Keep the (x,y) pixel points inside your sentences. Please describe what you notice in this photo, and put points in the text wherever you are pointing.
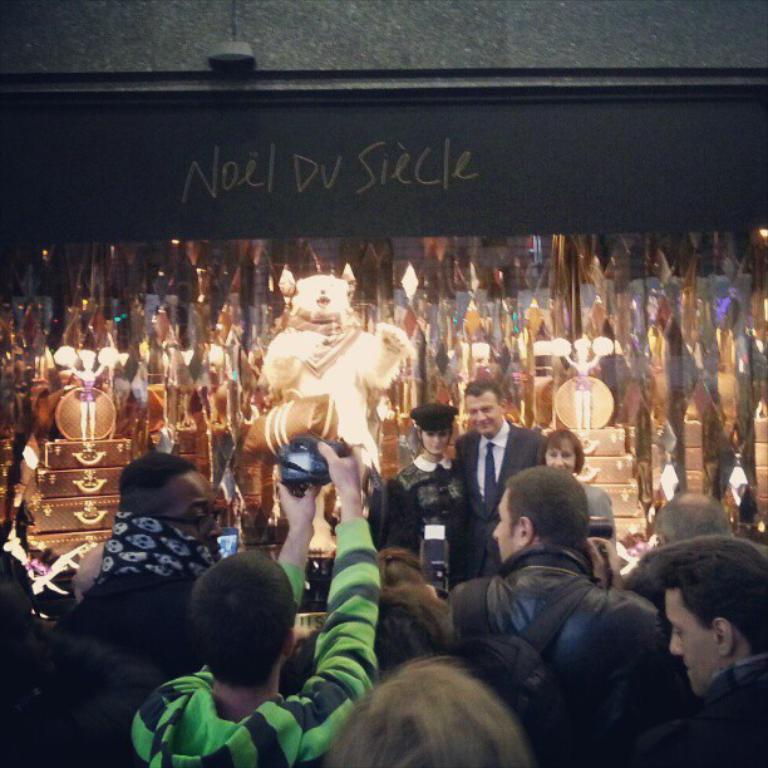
In this image I can see at the bottom (287,582) few people (417,624) are standing and trying to shoot the things (292,377). In the middle (417,480) a man (527,465) is standing by holding the two women (559,465) beside of him. Here a toy (350,328) is in the shape of an animal (271,360) with lights (546,354). At the top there is the name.
